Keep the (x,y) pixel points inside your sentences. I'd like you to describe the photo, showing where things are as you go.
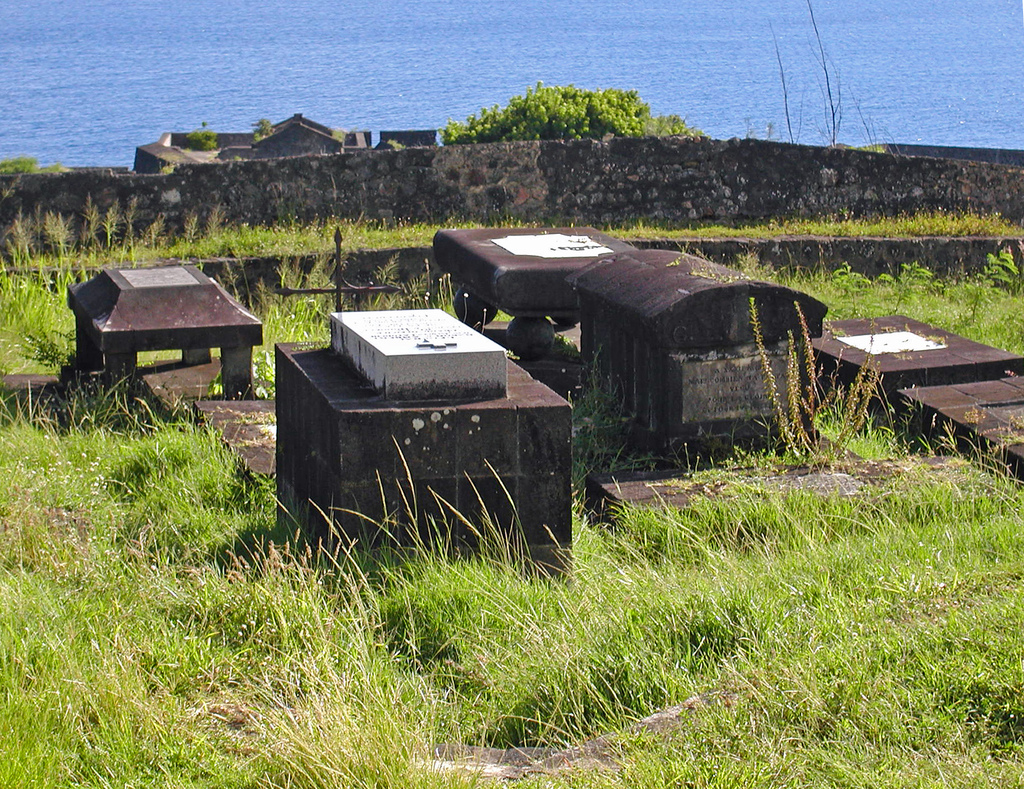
In this image there is a grassland (804,675) on that there are few graves (467,459), in the background (397,168) there is a wall (519,154), trees (544,120) and a sea (89,101).
